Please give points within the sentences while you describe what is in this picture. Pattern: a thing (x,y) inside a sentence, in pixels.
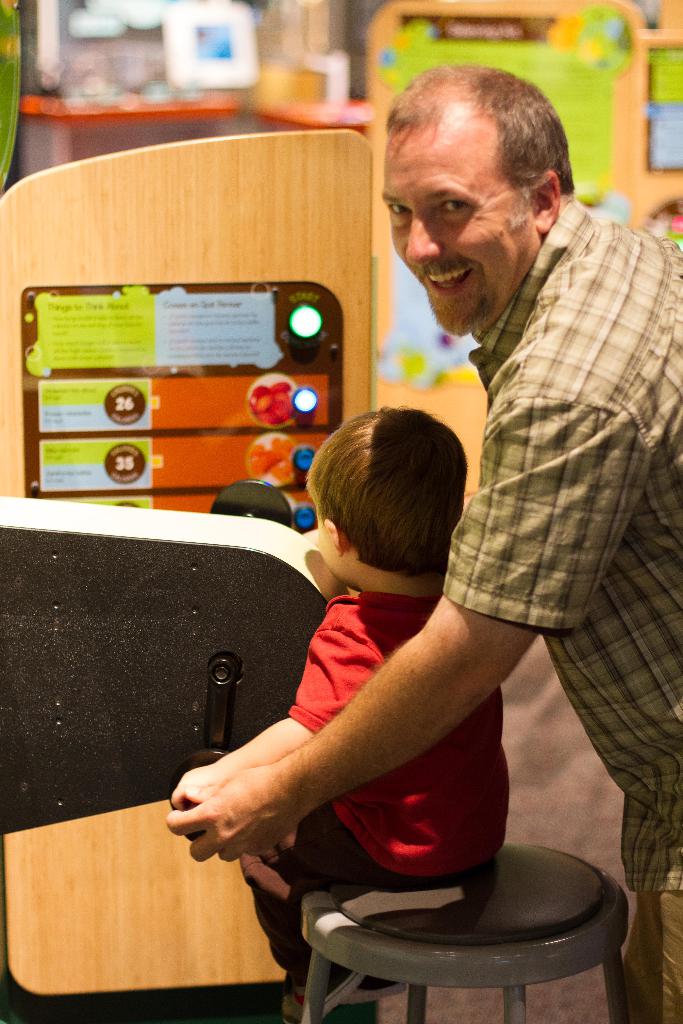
In this image I can see a person (596,524) standing. There is a child (397,620) sitting on the stool (388,931). Also there are some objects (217,174) in the background (302,77).
